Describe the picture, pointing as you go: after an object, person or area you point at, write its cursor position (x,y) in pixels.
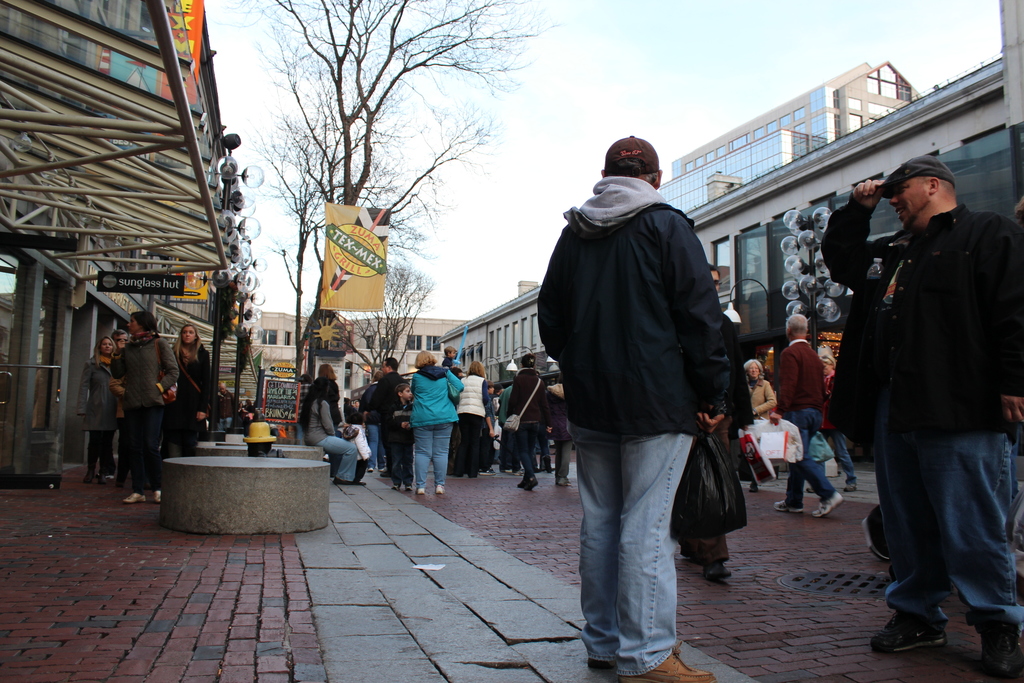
As we can see in the image there are group of people (437,407) here and there, banner (361,265), trees (341,120), lamps (795,307), buildings (526,319) and sky (531,87).
